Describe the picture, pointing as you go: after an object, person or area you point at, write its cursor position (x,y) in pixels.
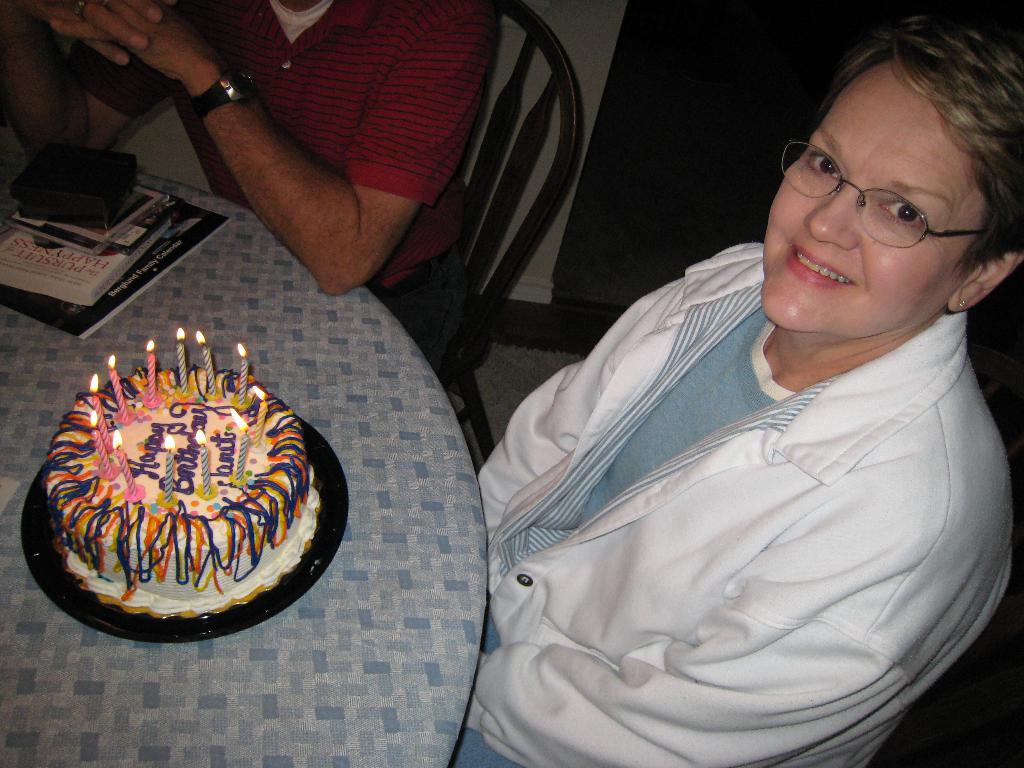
Here in this picture, in the front (737,455) we can see a woman (743,451) and a man (404,172) sitting on chairs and in front of them we can see a table (338,552), on which we can see a cake (176,469) with candles (244,432) present on it and we can also see some books (100,315) present and we can see the woman (700,307) is smiling and wearing spectacles (892,215).
